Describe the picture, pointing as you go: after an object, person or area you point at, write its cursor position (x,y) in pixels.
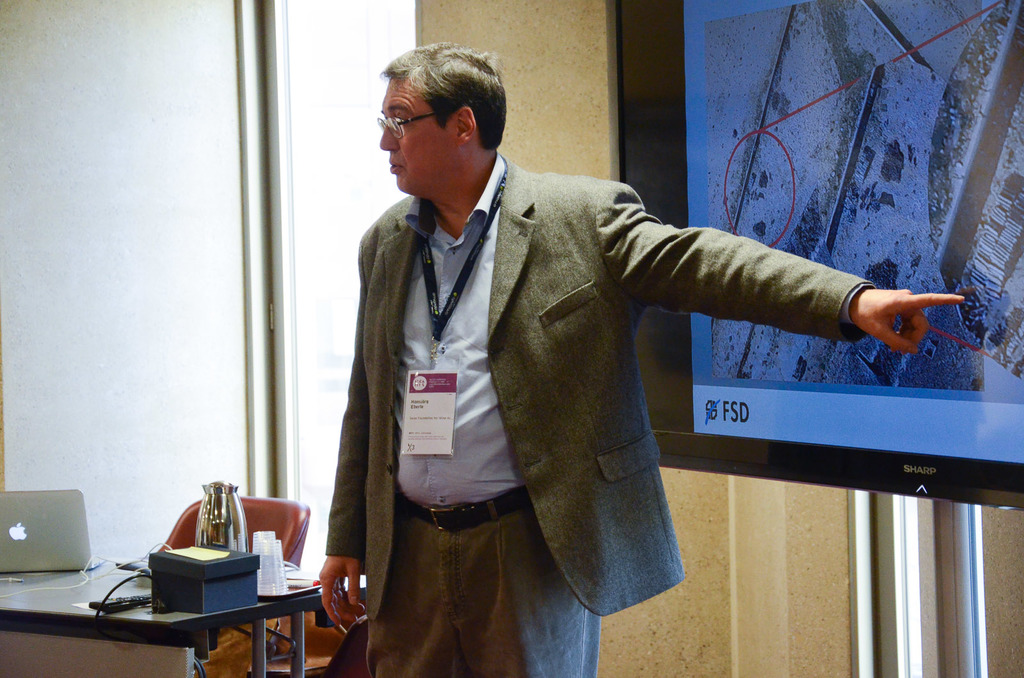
in the picture we can see a person (604,347) standing there we can also see a table (210,613), on the table (135,622) we can see laptop (54,517) and a kettle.
